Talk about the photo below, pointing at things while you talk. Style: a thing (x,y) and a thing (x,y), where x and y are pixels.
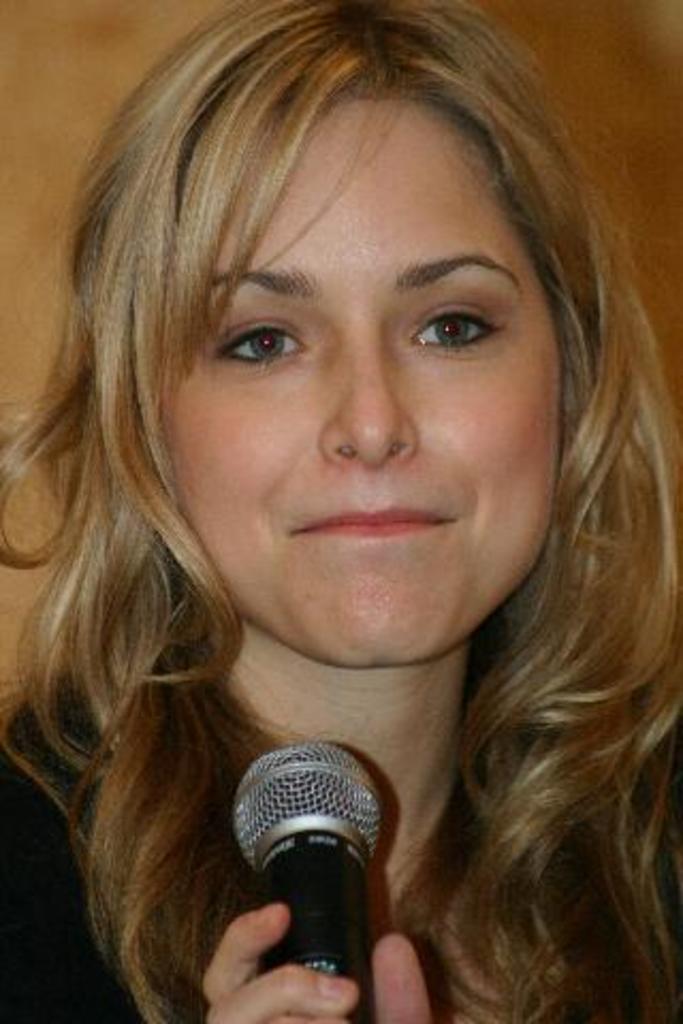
In this picture we can see a beautiful girl (356,325) with golden brown hair (138,722) is smiling and holding the microphone (370,971) in her hand (287,992) and giving the pose in the photograph.
